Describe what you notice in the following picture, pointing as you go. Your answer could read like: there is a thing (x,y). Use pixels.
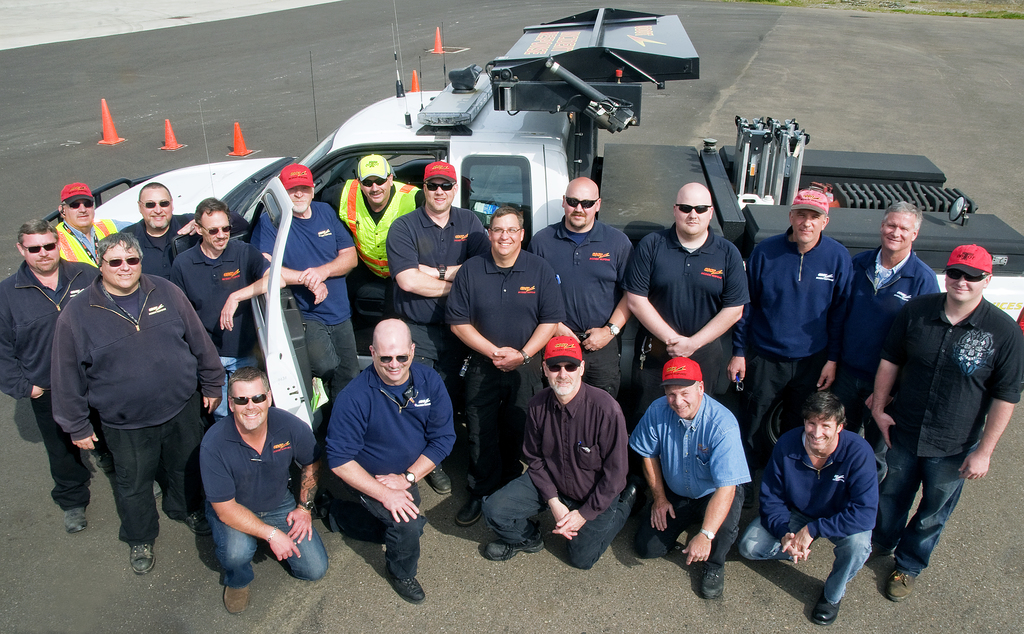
In this picture I can see some people (446,401) were in a squat position. Behind them I can see other peoples (221,289) were standing near to the truck (619,223). Behind the truck (365,121) I can see some traffic cones (439,43) on the road (391,72). In the top right corner (982,16) I can see grass (1018,14).
